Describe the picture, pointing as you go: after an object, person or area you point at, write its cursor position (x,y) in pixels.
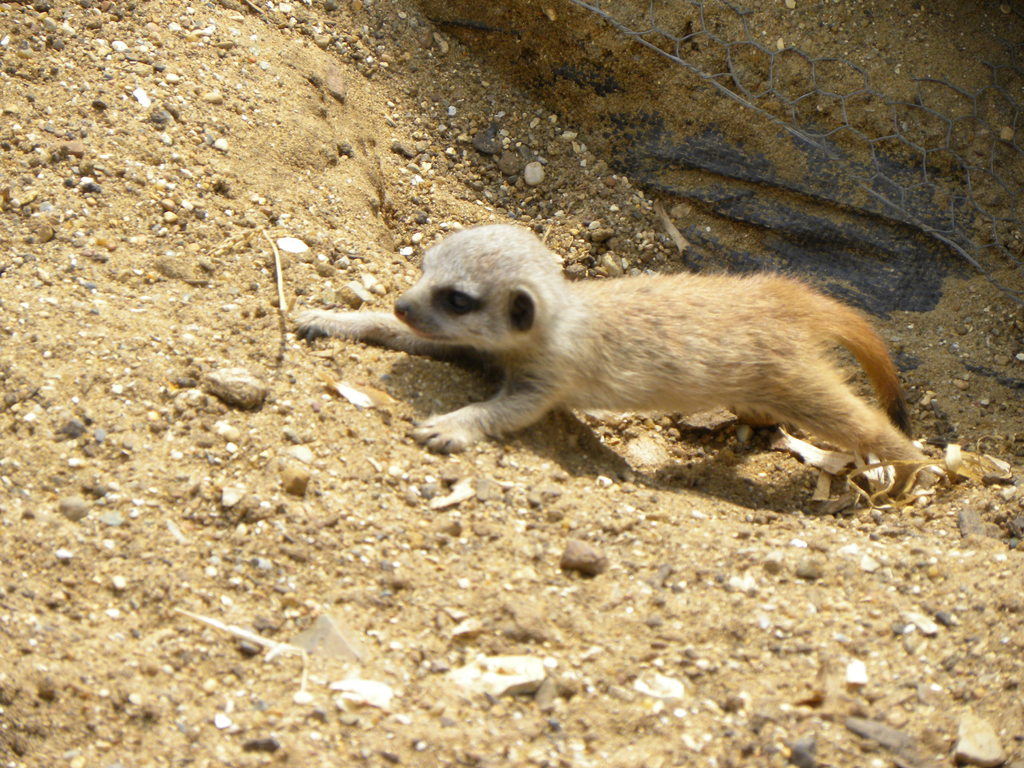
In the foreground of this image (594,327), there is a meerkat (632,363) on the ground (689,620) and on the top right (890,161), there is a metal mesh (887,173) and a black colored cloth (874,250).
